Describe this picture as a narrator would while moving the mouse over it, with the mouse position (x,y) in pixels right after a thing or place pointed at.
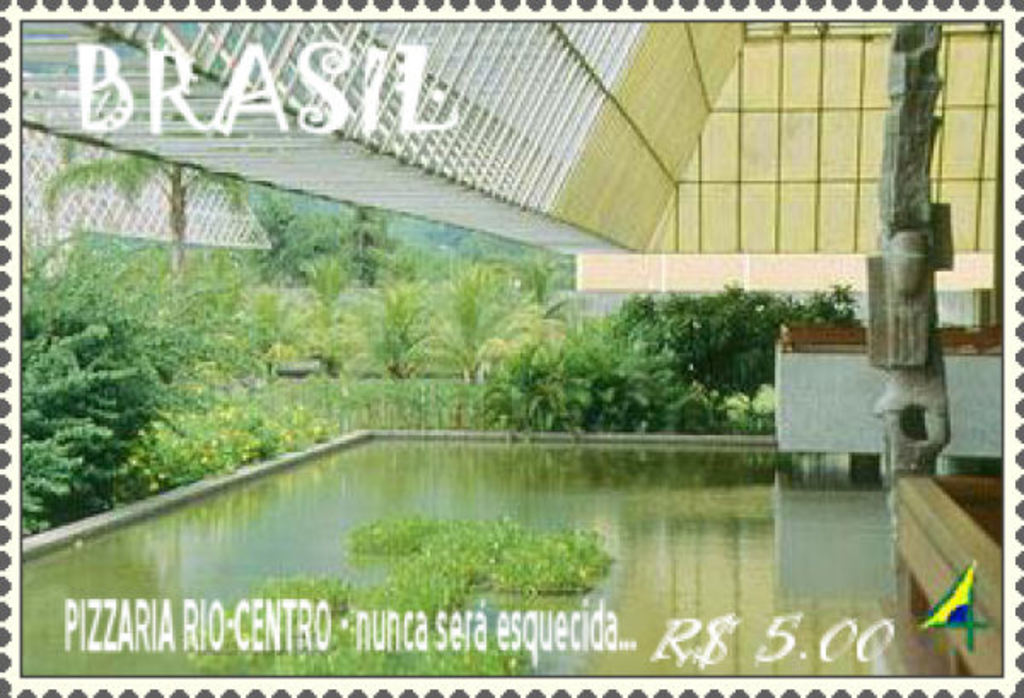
In the picture we can see a poster (165,681), in the poster (257,420) we can see the water surface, plants (99,472), trees (79,468) and a part of the house (670,116).
